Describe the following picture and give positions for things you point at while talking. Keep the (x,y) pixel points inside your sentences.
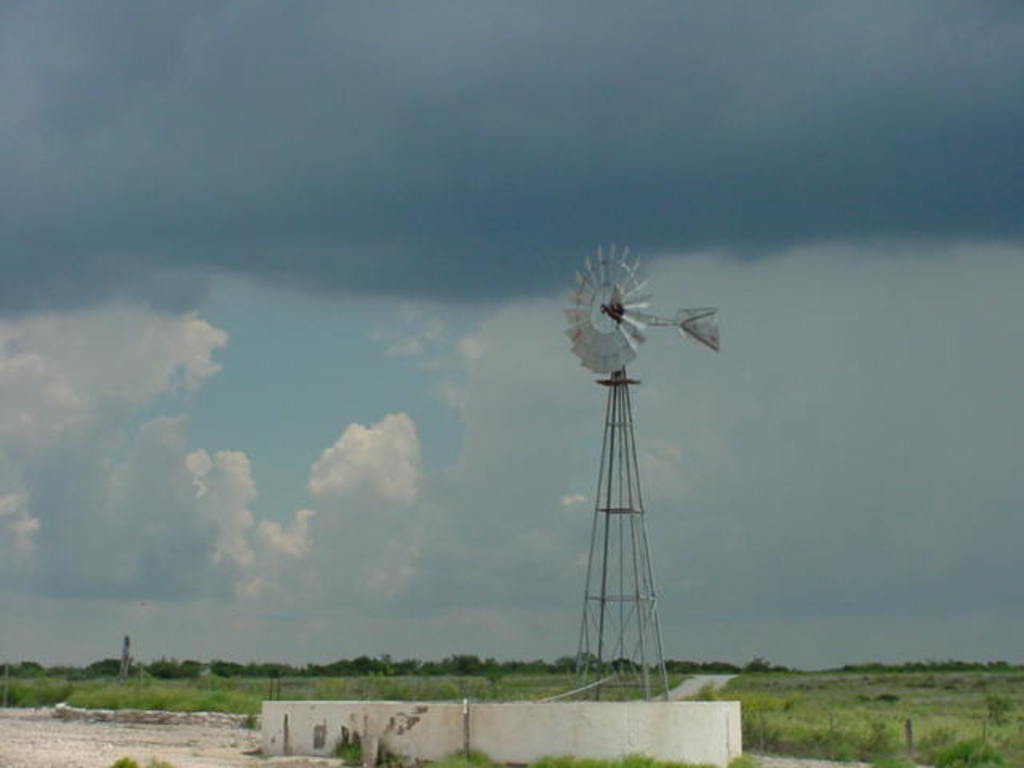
There is a wall (479,721) at the bottom of this image (479,725) and there are some trees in the background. There is a windmill (637,337) in the middle of this image (630,423) and behind to this windmill (612,456) there is a sky (519,380).
